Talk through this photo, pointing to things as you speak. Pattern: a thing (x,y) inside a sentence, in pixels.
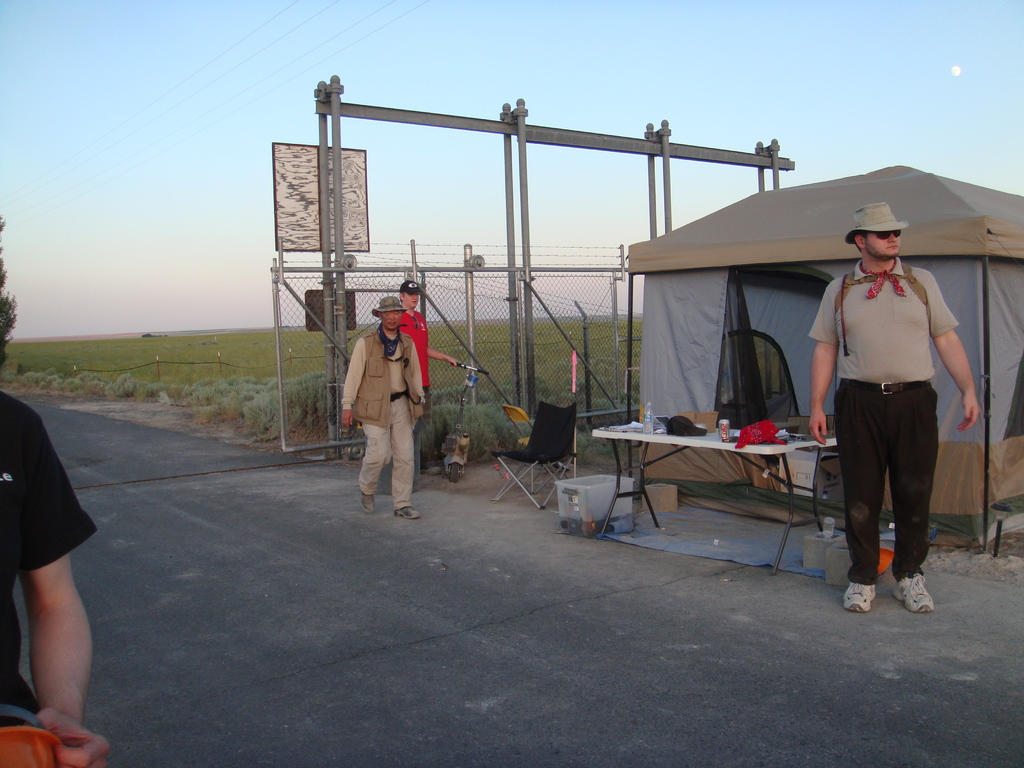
In this image we can see persons (60,526) standing on the road (432,662). In the background (657,346) we can see tent (660,358), table (620,436), water bottle (650,418), fencing (578,336), plants (246,352), tree (0,311) and sky (520,67).
